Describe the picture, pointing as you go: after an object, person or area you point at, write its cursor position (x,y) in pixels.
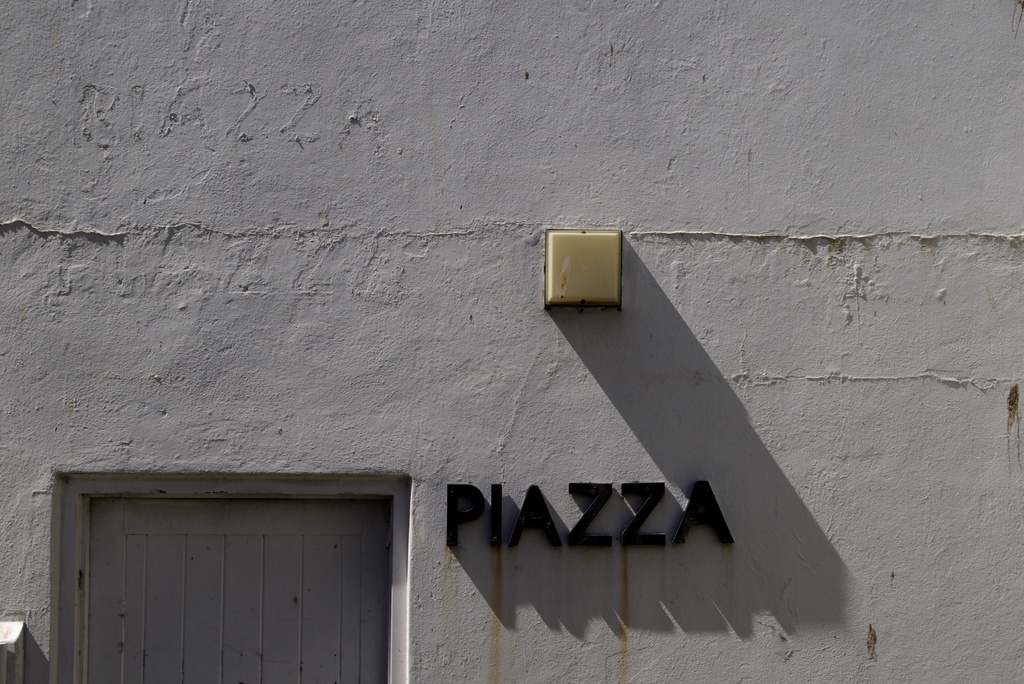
This picture is clicked outside. In the center (587,257) we can see the text (527,511) and the door (226,556) of the building (396,300) and we can see an object (575,252) seems to be the wall mounted lamp (601,265).
